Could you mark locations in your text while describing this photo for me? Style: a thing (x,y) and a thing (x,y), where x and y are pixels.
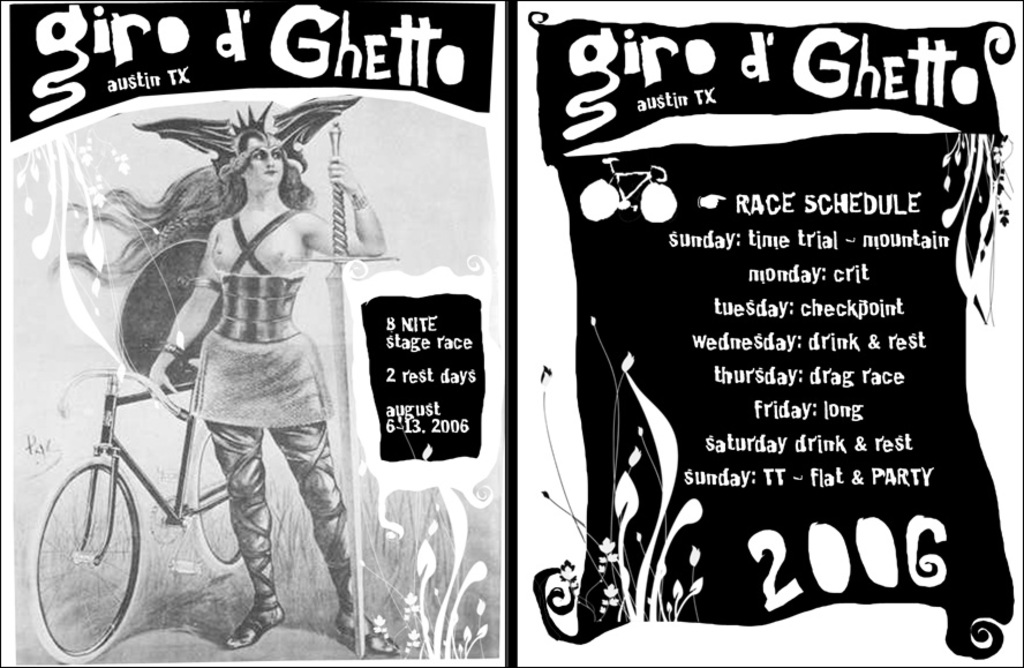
In this image I can see it looks like posters (446,323), on the left side (217,223) there is a person (262,427) standing, beside this person (203,403) there is a cycle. On the right side (779,195) there is the text (789,342).
